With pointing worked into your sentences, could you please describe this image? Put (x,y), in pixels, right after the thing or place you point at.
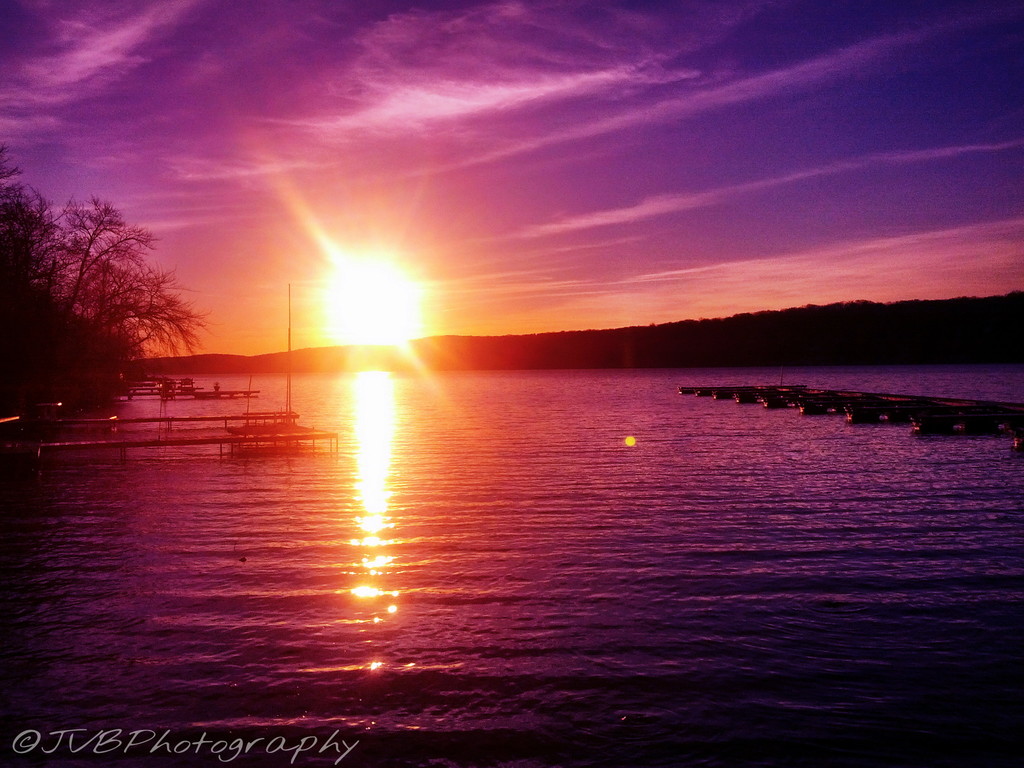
In this image I can see few trees (67,284), sun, sky (502,138) and I can see few bridges (58,442) and few objects (690,391) on the water surface (507,444). I can also see the colorful sky (465,166).
